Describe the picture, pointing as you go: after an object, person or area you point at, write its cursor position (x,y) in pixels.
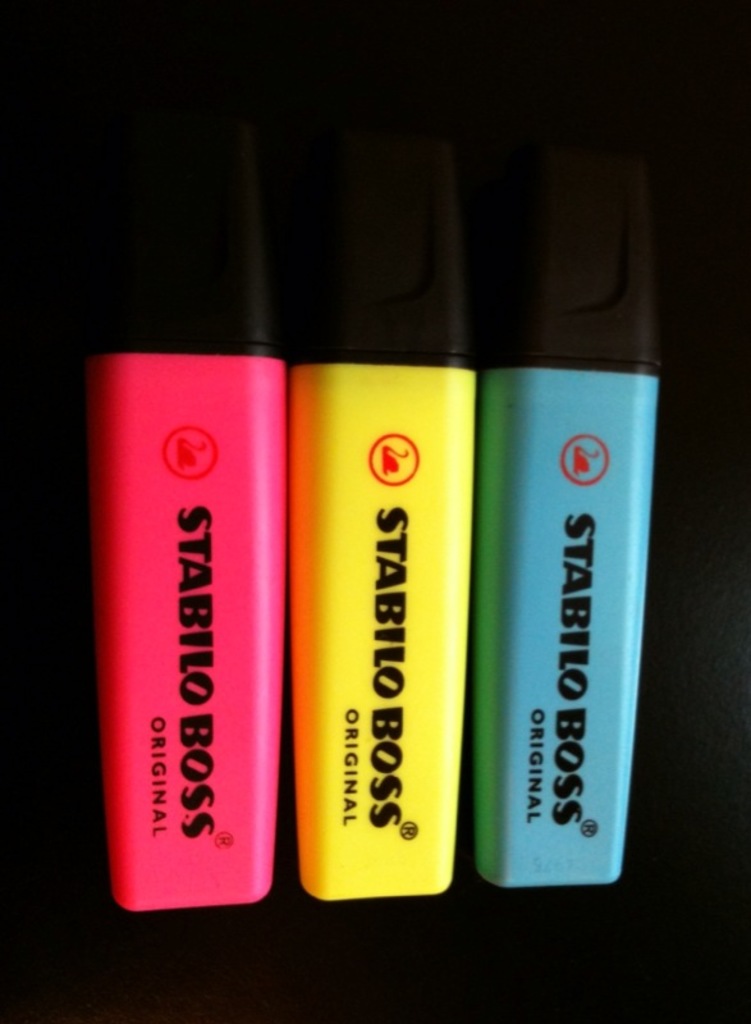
In this image I can see three highlighters (571,674), they are in blue, yellow and pink color and I can see dark background (35,88).
